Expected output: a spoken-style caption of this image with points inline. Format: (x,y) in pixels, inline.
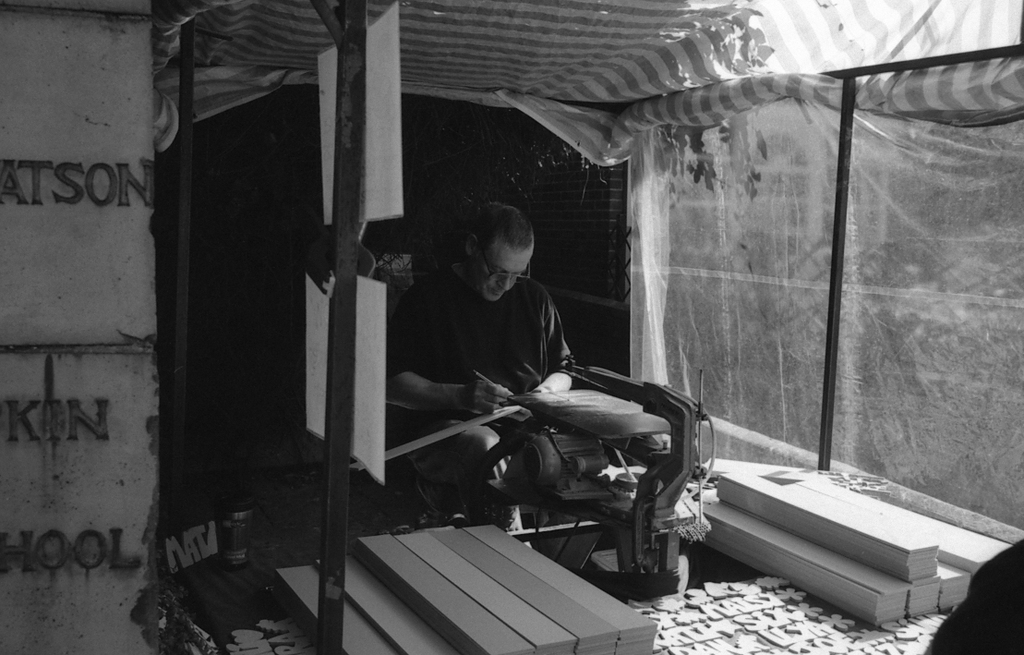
This is a black and white image. We can see a person (471,369) holding some object (499,417). We can see the ground (649,605) with some objects (658,593). We can also see the shed (321,589). We can see the wall (61,23) with some text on the left (116,493). We can also see an object (957,625) on the bottom right corner (971,599).
